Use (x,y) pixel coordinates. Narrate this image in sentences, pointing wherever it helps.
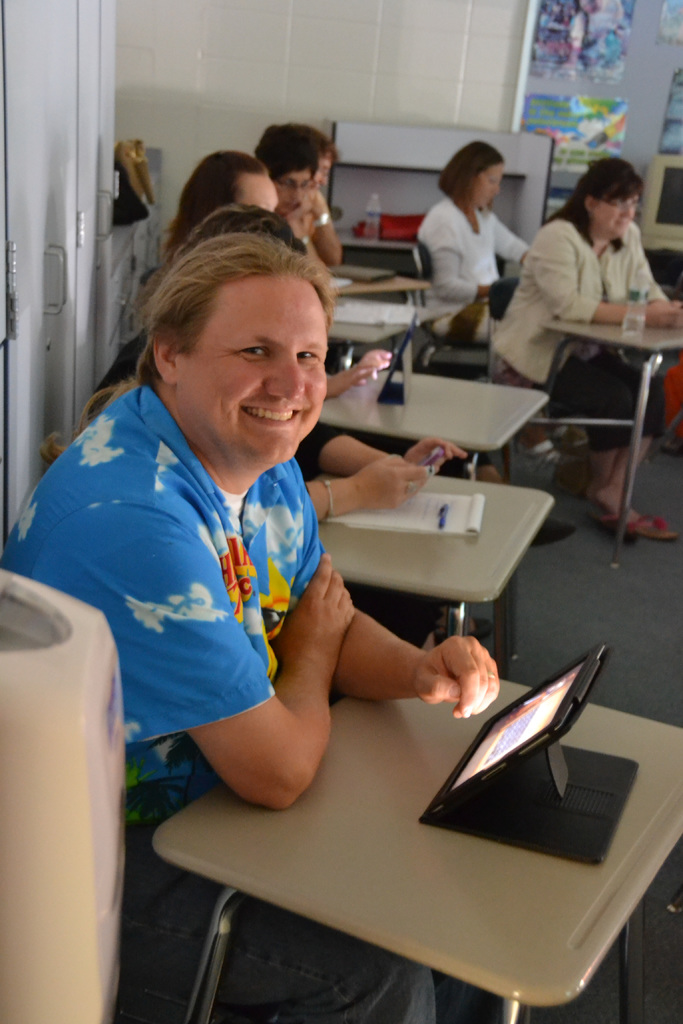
This is the picture of a room (43,422). In the foreground (355,964) there is a person (173,463) sitting and smiling. At the back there are group of people (242,169) sitting. There are tabs (607,833), books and pen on the table (577,733). There is a board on the wall (400,6) and there is a computer (677,168) on the table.
